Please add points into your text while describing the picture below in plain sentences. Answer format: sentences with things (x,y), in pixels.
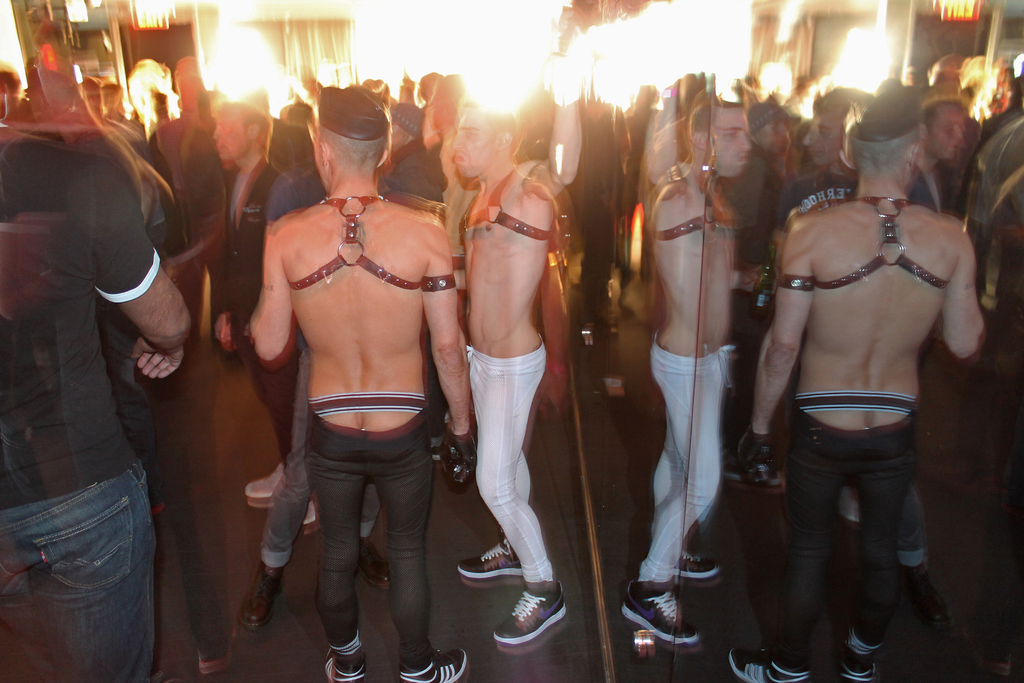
In this image I can see number of people (168,241) are standing. On right side of this image (712,303) I can see mirror (583,246) and in it I can see reflection (701,243) of people (728,255). I can also see this image is little bit blurry.
